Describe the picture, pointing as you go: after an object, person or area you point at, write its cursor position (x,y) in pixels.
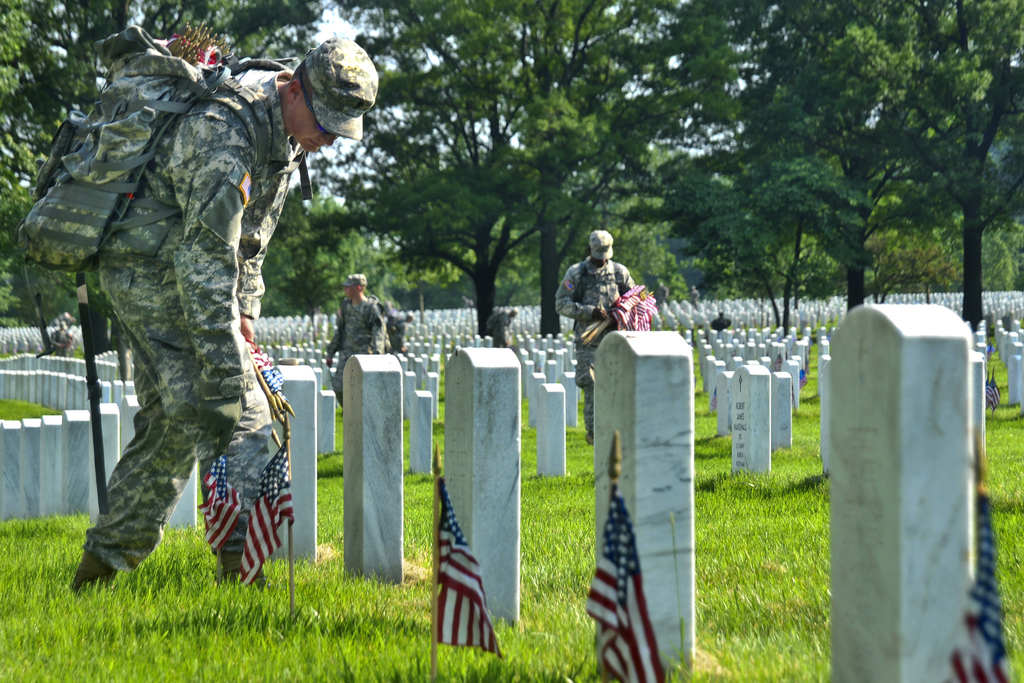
In the image we can see gravestones (491,398) and there are people (494,345) wearing army clothes (354,339), cap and they are carrying bags (220,100). Here we can see the flags (452,588) of the country. Here we can see grass (167,620), trees (477,61) and white sky (333,18).
